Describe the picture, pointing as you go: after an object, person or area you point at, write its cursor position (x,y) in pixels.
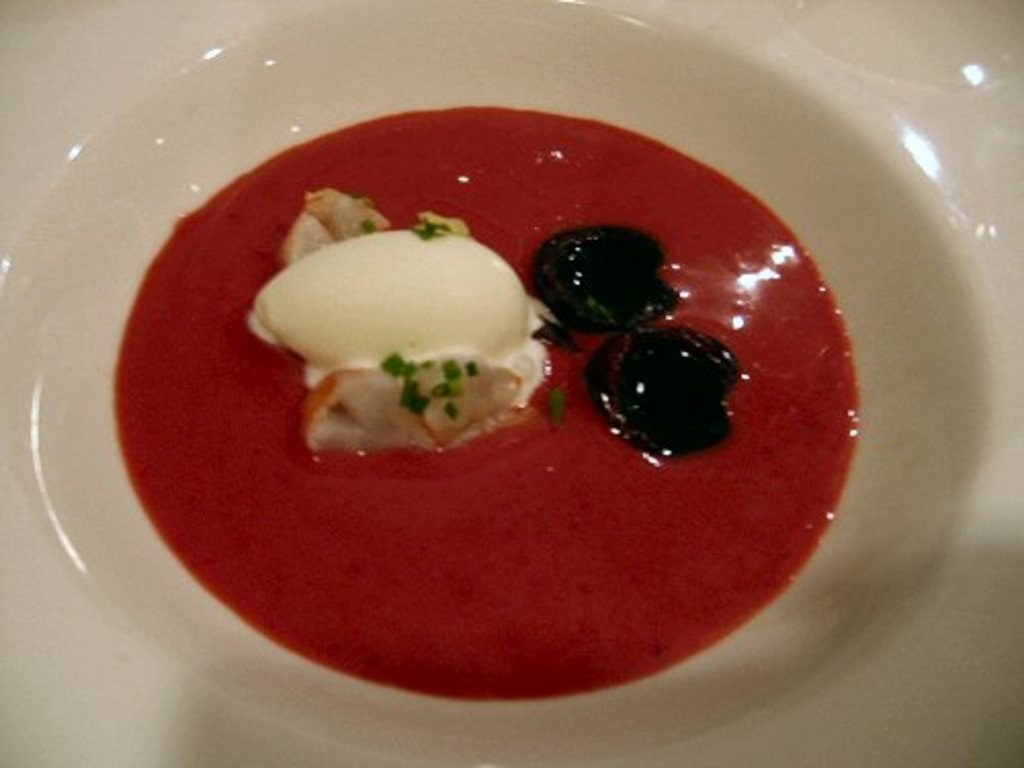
In the center of the image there is a plate (588,96). In the plate (469,18), we can see some food item (515,217).
